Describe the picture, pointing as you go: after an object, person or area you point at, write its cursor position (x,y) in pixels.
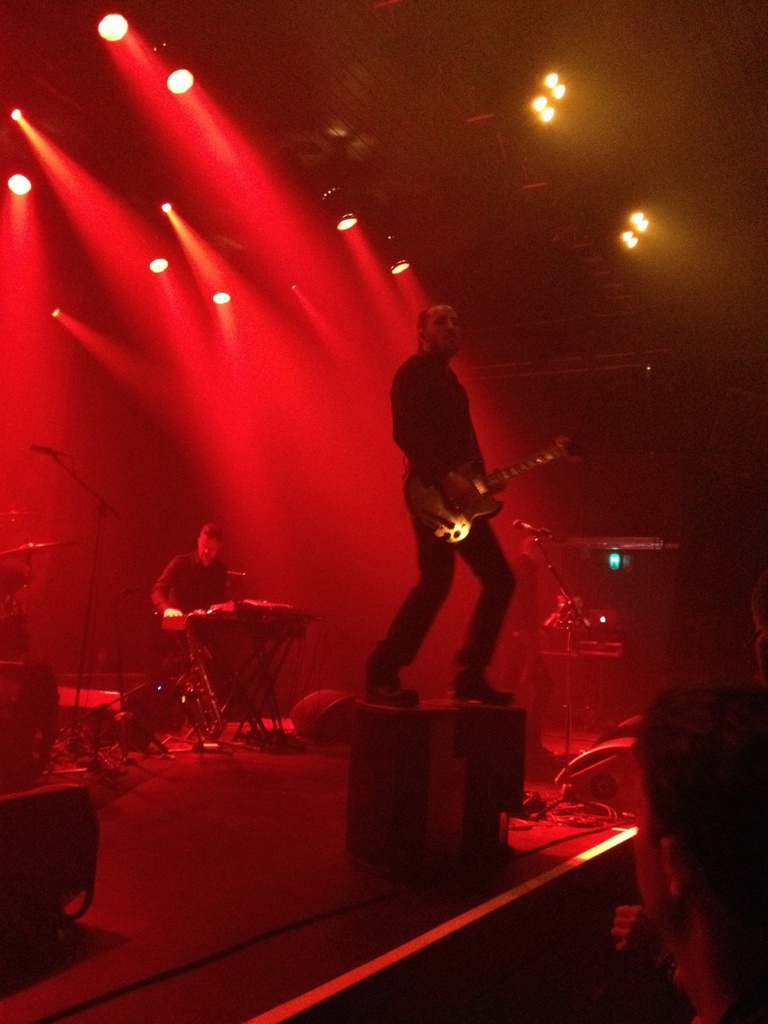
This is an image clicked in the dark. In the middle of this image (429,595) I can see a man (439,416) standing on a table (395,752) and playing the guitar (491,488). In the background (181,602) another man (200,560) is playing the piano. This is a stage (171,823). On the left side (52,714), I can see few musical instruments (27,706). On the right bottom (696,876) I can see a person's head (675,789). At the top (113,24) there are some lights (120,30).
